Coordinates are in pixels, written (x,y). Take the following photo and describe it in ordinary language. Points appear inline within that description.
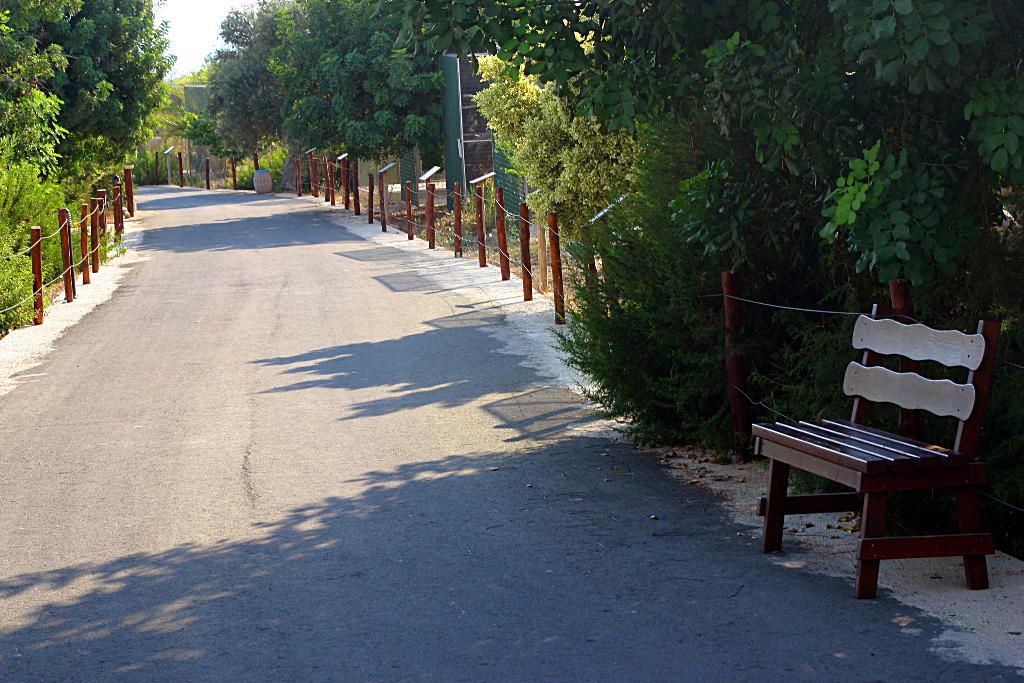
This is the picture of a road (328,475). On the right side of the image (969,341) there is a bench (873,366). At the back (99,1) there are trees (749,7) and there are boards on the poles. On the left (58,309) and on the right side of the road (192,232) there is a fence (348,168). At the top (180,23) there is sky (180,23).
